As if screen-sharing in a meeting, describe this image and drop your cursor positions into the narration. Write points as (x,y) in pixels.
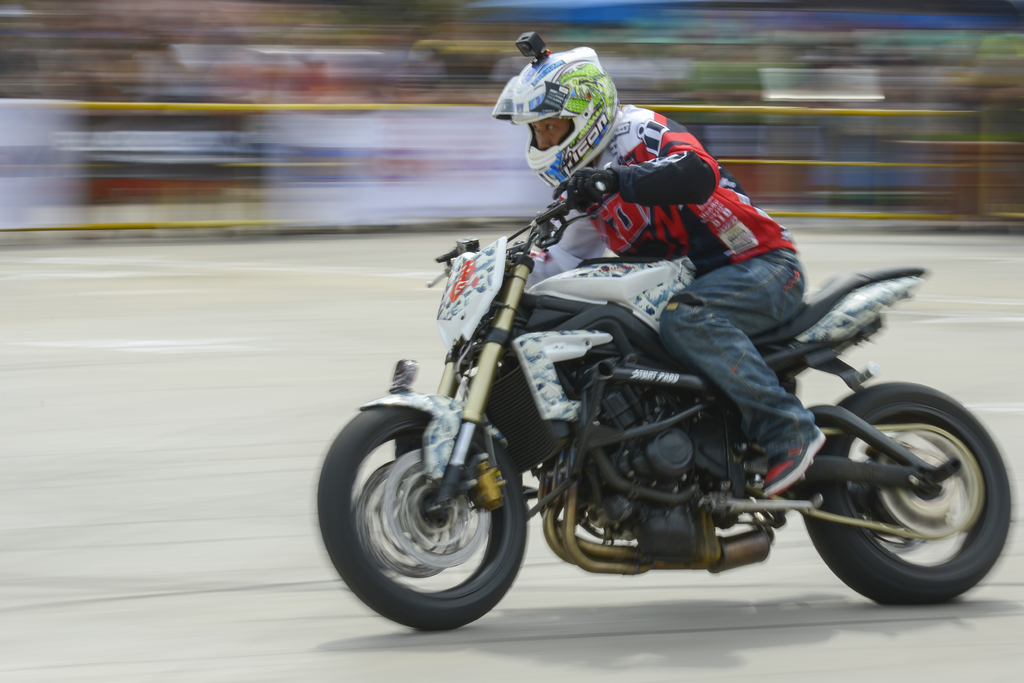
In this image I can see the person (632,206) riding the motorbike (521,414) on the road (172,415). The person (624,246) is wearing the red, black and blue color dress (558,258). And I can see the blurred background (660,8).
